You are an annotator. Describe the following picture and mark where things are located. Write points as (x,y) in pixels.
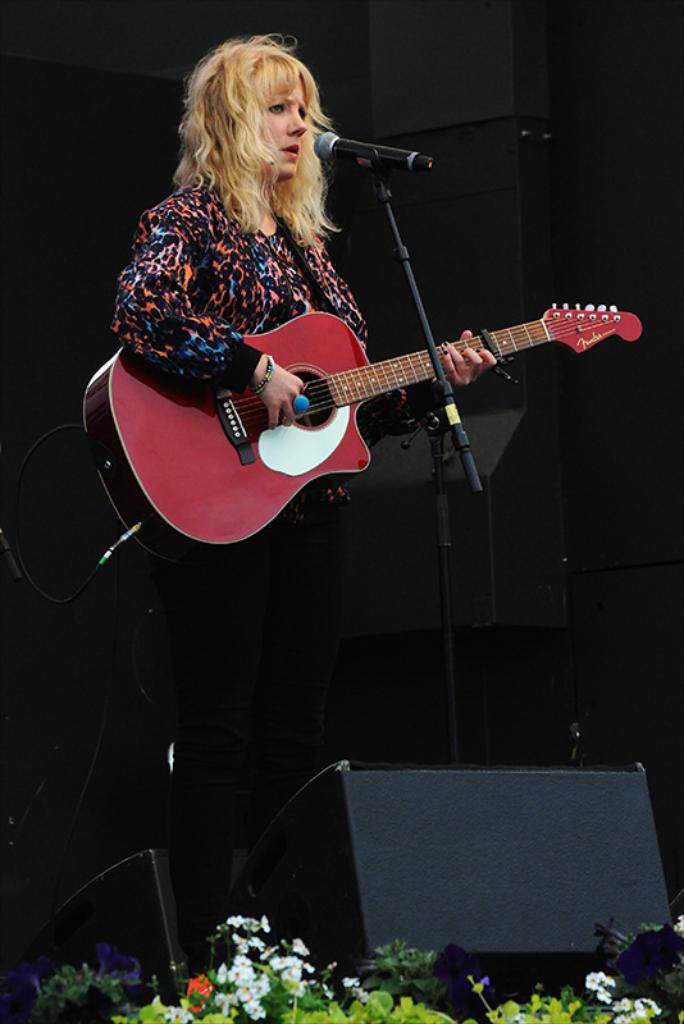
In this Image I see a woman (347,291) who is standing and she is holding a guitar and there is a mic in front of her, I can also see few plants (192,1019) over here.
